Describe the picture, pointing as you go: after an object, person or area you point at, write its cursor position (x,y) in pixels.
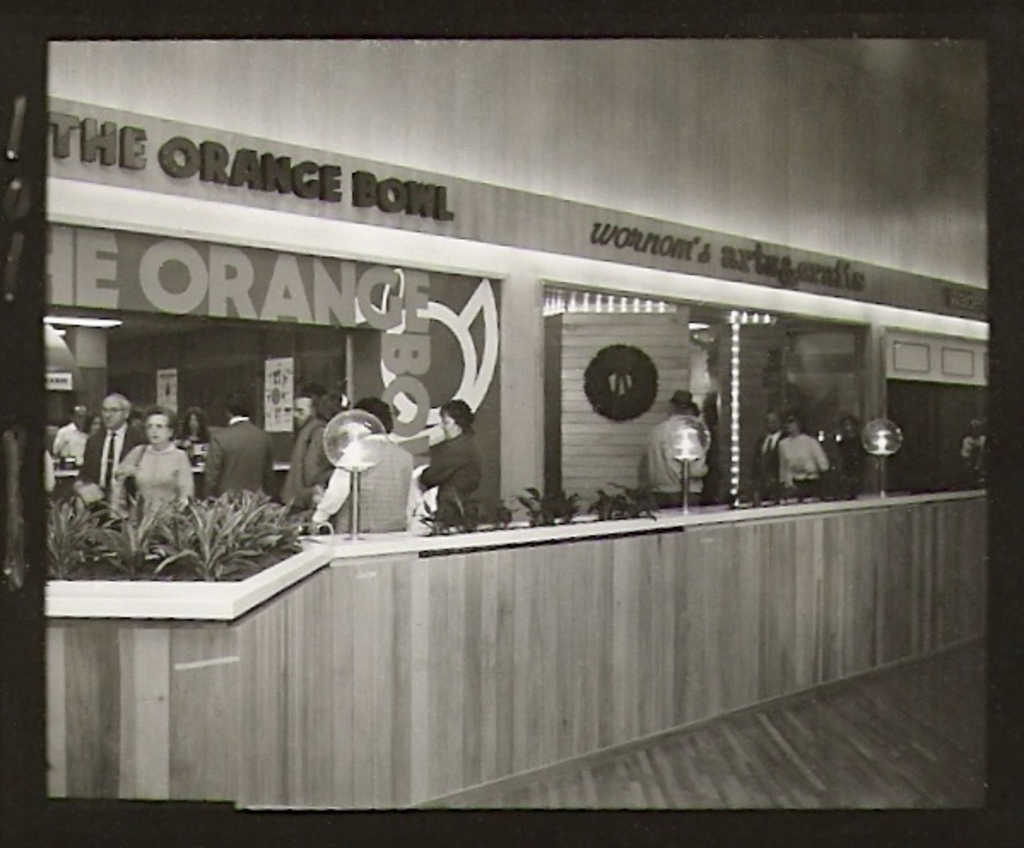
In this image we can see the people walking near the building (360,322). And there is a text (304,293) written on the building (605,467). In front of the building (553,442) we can see the wall (630,581) with lights (356,451) and plants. And there are posters (274,395) attached to the wall (687,528).
